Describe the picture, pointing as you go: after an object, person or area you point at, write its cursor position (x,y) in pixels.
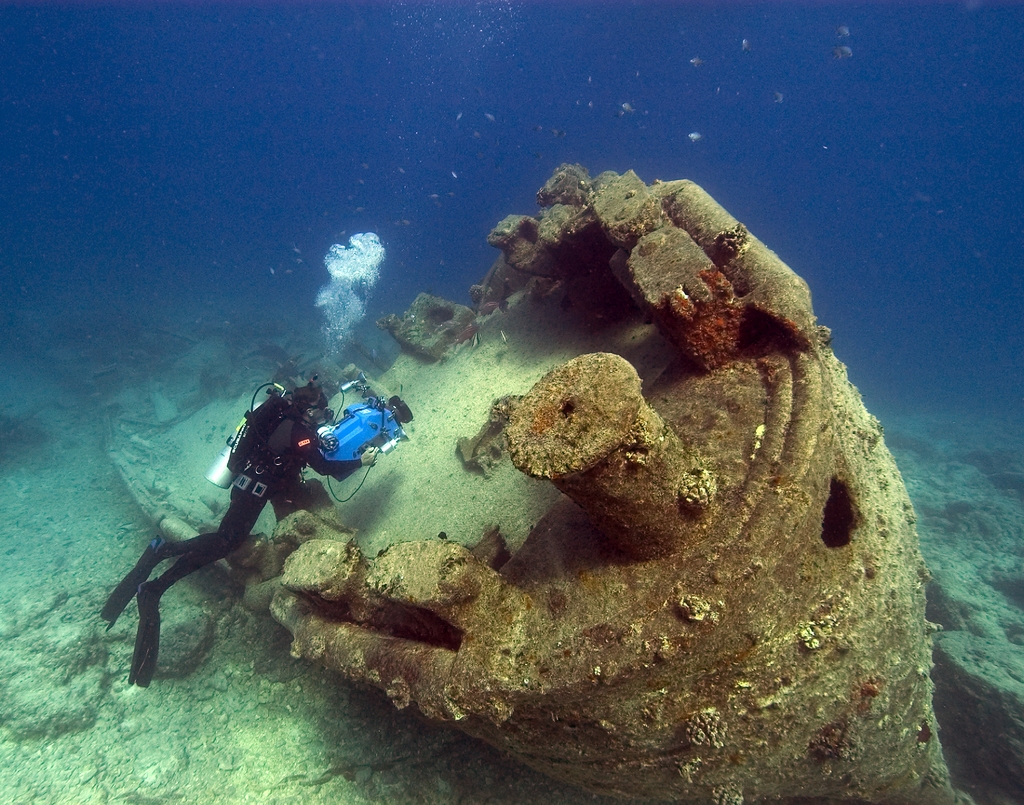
In this image, we can see under the water (967,294) view. Here a person (215,532) is diving and holding some machine (364,427). Here we can see a piece of the boat (728,568) in the water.
